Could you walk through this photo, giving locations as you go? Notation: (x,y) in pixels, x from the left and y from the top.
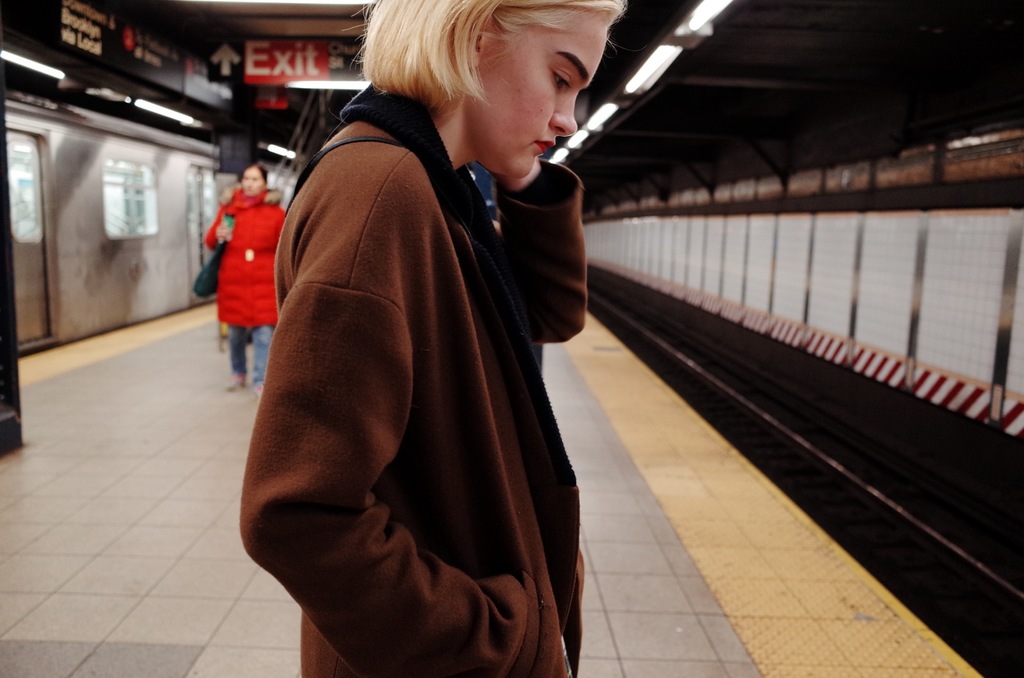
This is a railway station (324,191) and here we can see people (390,307) wearing coats (362,282) and bags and in the background (254,43), we can see a train (155,202), some boards (293,63) and there are lights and a track (755,396). At the top (736,128), there is a roof (744,110) and at the bottom (647,557), there is a floor (628,570).
